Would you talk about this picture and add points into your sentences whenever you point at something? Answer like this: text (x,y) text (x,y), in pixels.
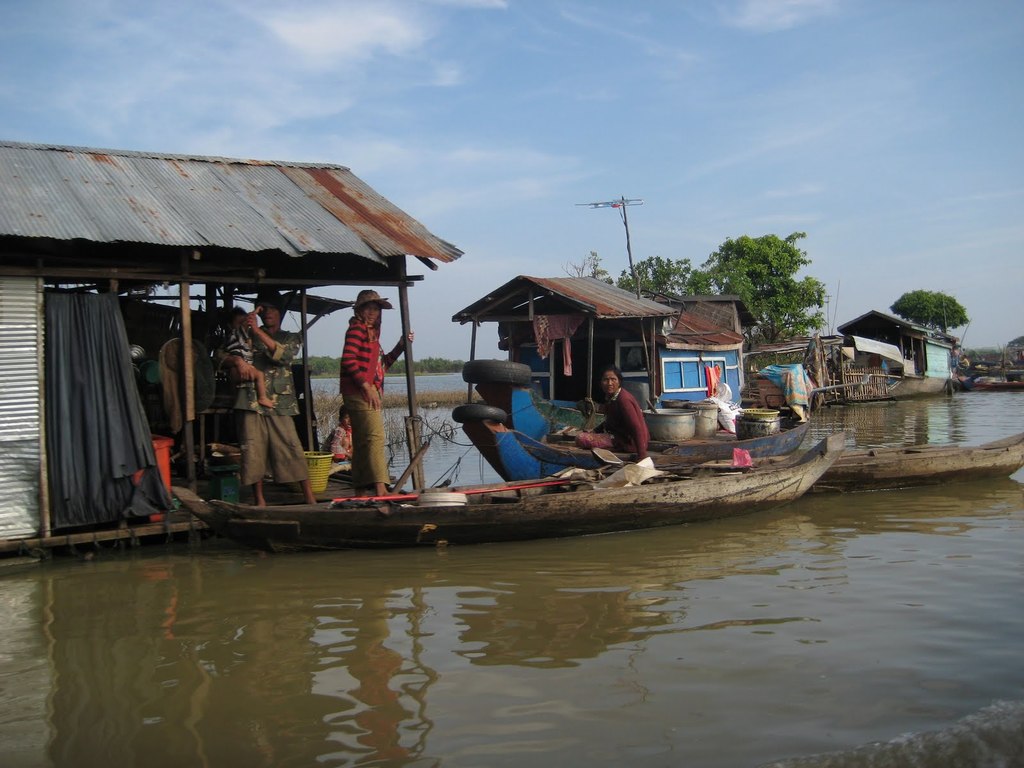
The picture consists of a water body (583,580). In the center of the picture (484,434) there are boats (971,475), houses (786,353), trees (947,329), people (602,442), vessels (670,434) and other objects (882,347). At the top (463,105) it is sky (609,99). In the center of the picture (647,370) there is a wooden pole (627,241).
